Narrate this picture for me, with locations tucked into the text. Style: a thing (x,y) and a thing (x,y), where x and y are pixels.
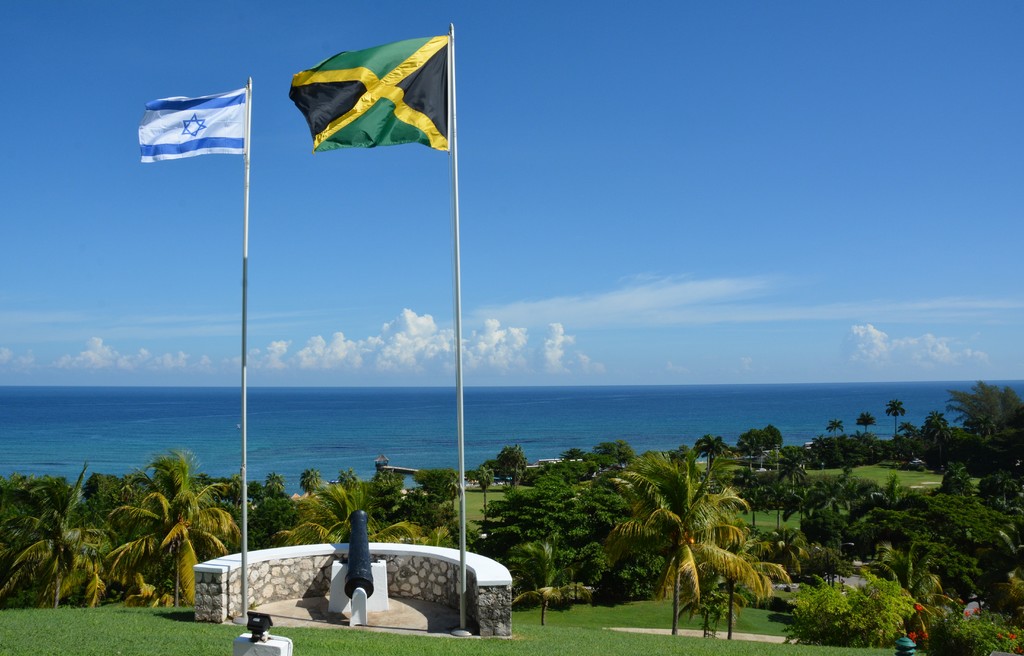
On the ground (392,633) there is grass (638,616). Also there are flags (323,148) on the poles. Near to that there is a cannon (370,582). Also there is a brick wall (450,570). In the background (753,516) there are trees (686,531), water (528,440) and sky (452,327) with clouds (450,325).
